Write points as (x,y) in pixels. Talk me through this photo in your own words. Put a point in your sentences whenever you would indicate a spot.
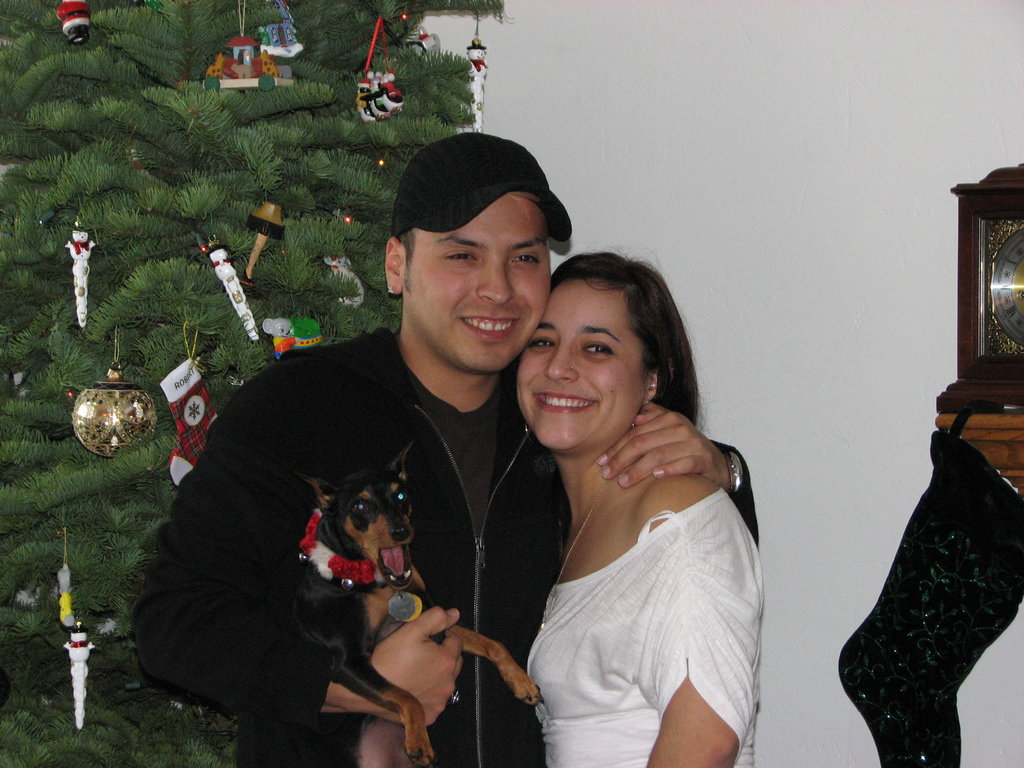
I can see in this image a women (598,551) and men (407,312) are standing and smiling together. I can also see there is a Christmas tree (159,264) behind these people (422,428).
